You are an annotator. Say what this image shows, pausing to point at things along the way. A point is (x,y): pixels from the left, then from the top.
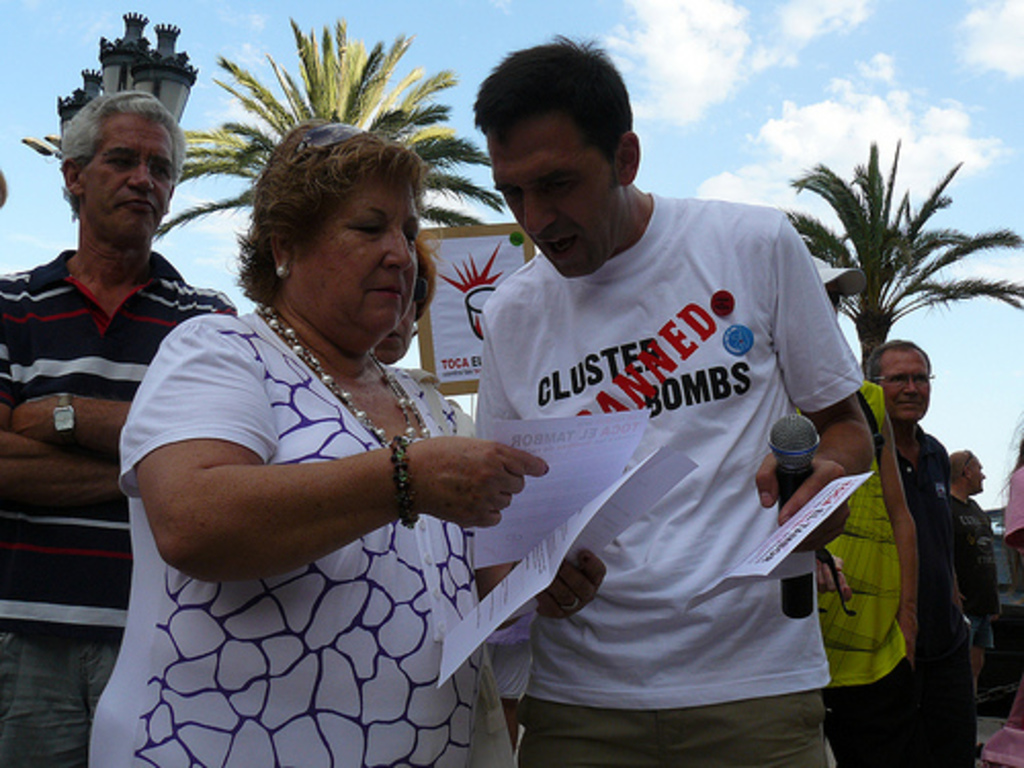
In this image I can see few people (424,448) standing. In front (380,638) the person (408,624) is wearing white color dress (419,651) and holding few papers (561,540). In the background (903,234) I can see the light pole (172,103), few trees (449,155) in green and the sky (807,106) is in blue and white color.
